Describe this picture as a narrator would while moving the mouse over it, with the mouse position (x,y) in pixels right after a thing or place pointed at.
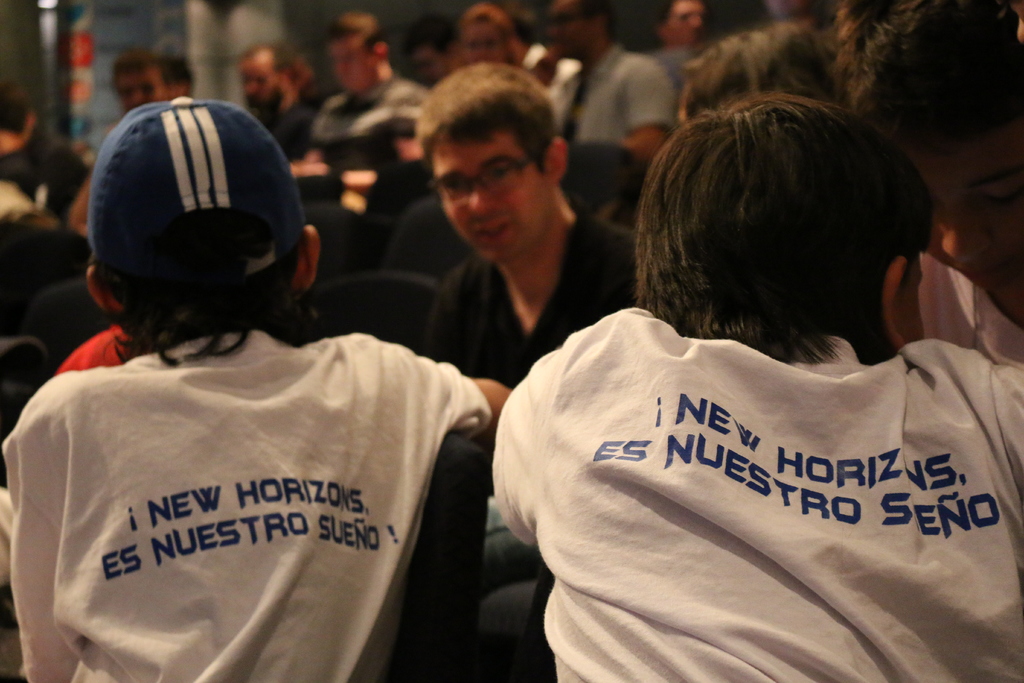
In this image we can see many persons (466,159) sitting on the chairs (406,323).
